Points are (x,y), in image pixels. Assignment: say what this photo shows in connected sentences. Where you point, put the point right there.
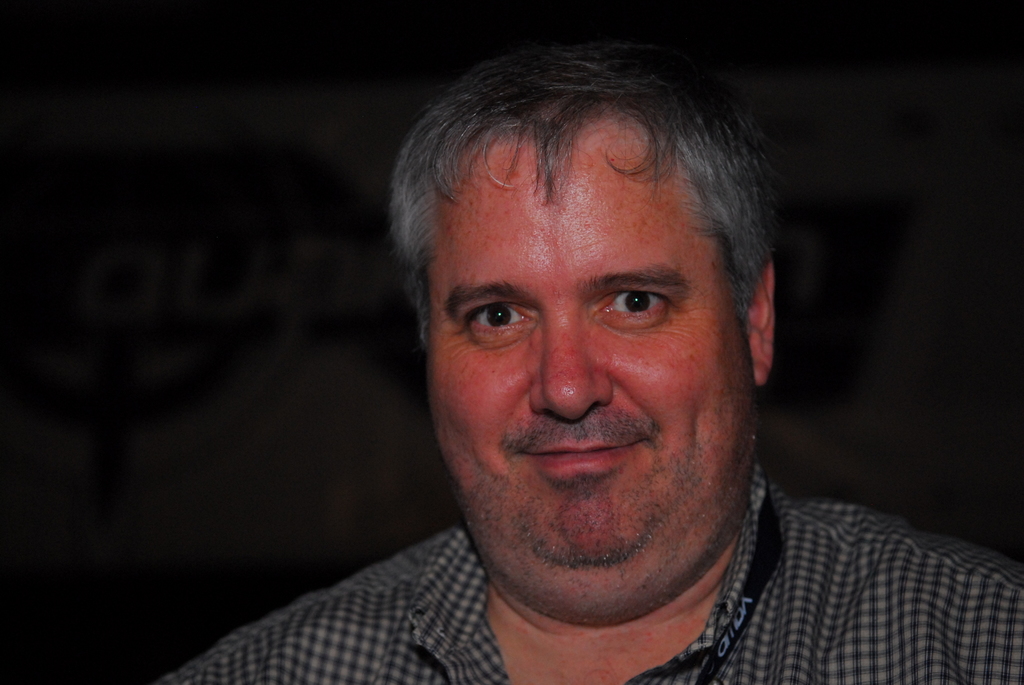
In this image we can see a person's face (493,490) who is wearing checked shirt (861,571) and there is black color ID card tag (746,601).
